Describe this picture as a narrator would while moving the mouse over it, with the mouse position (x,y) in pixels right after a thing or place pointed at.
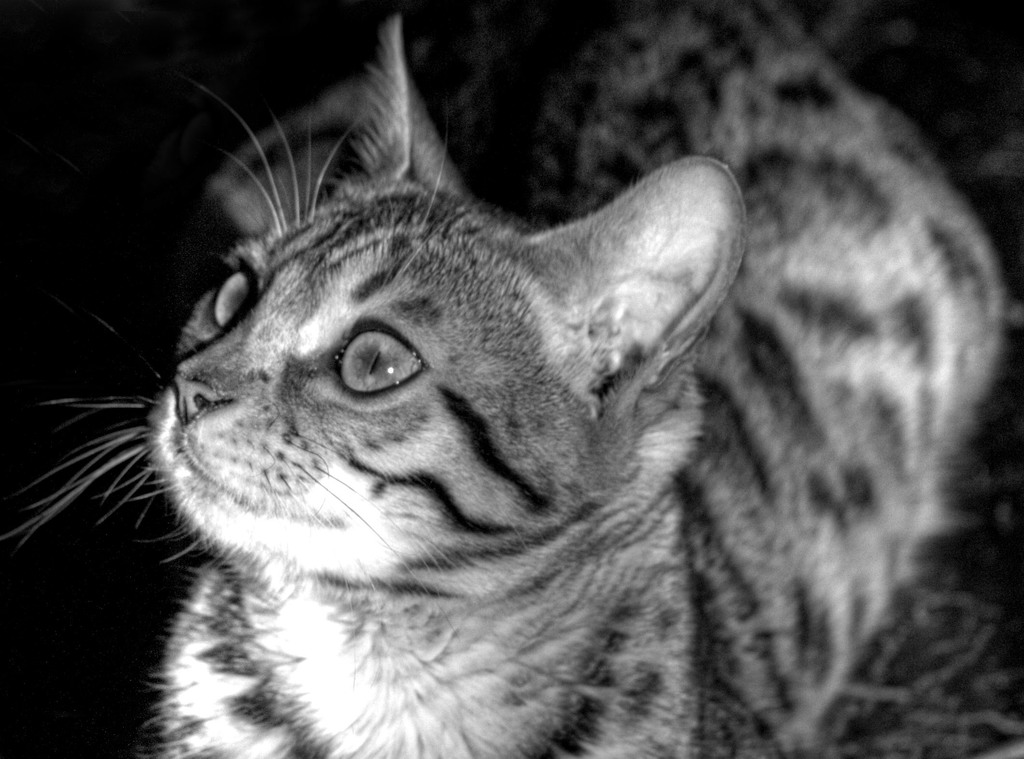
In this image I can see in the middle (633,367) there is a cat (353,513).
